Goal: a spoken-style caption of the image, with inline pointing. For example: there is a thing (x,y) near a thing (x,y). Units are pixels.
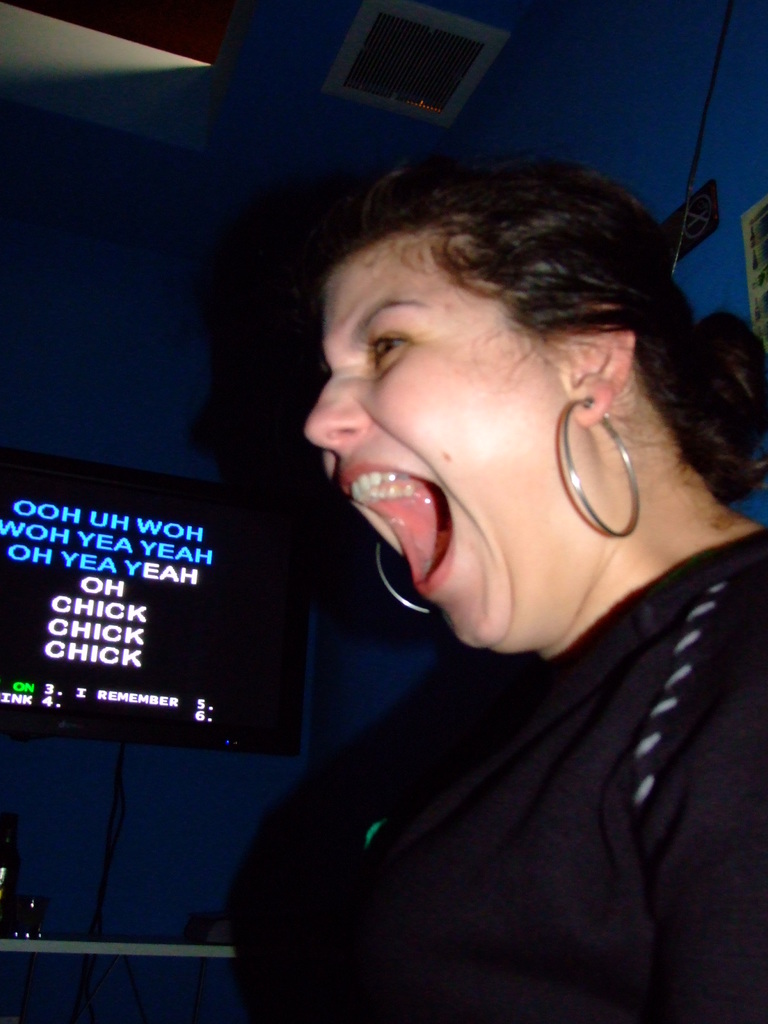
In this image we can see a person (515,511) mouth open and wearing the black dress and there is a television (259,652) in this picture.
